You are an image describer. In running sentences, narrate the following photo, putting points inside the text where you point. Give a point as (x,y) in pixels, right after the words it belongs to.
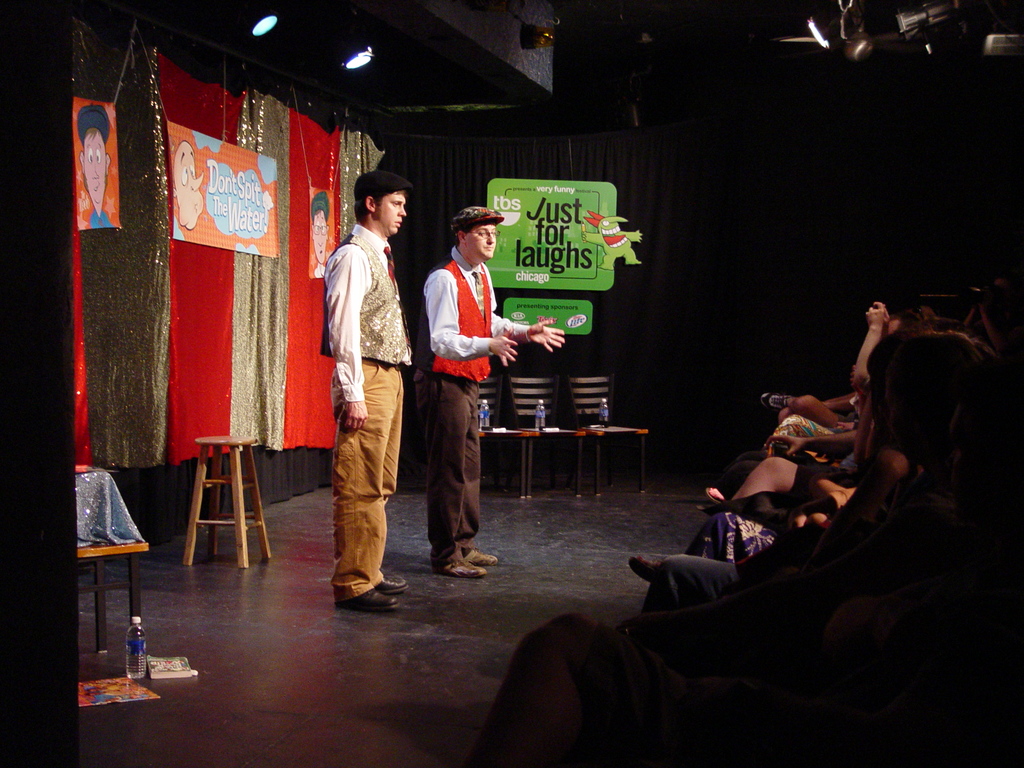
In this image we can see some people (625,663) sitting, in front of them two people (463,293) are standing, there are some objects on the surface (200,552) like, bottle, book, chairs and other, at the top of the roof (280,48) we can see some lights (258,25) and in the background (282,411) we can see a curtain (226,452) with some boards (588,323).
